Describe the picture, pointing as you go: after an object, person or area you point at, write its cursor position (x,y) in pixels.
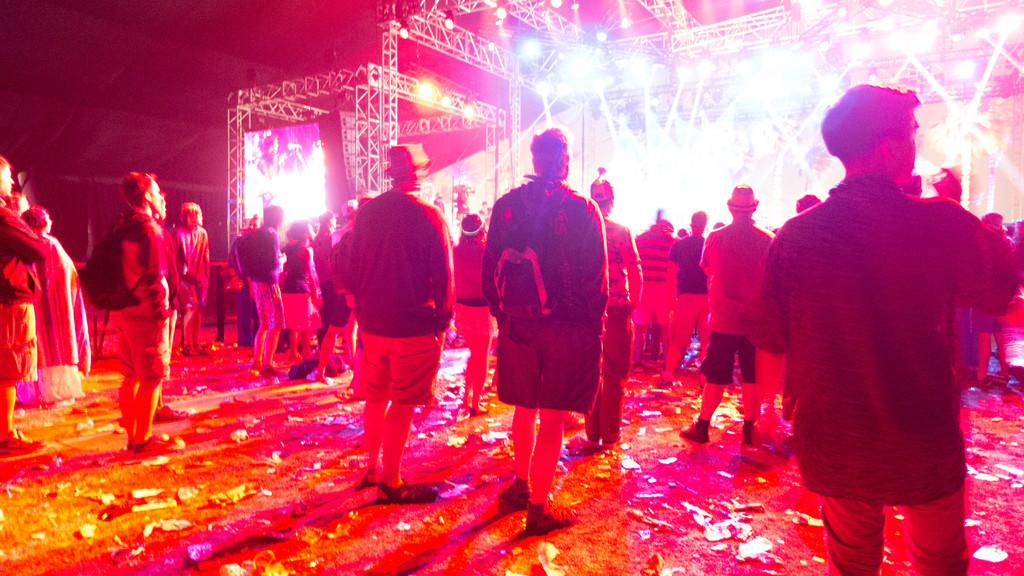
In this image there are people (421,304) standing on a ground (698,516), in the background (301,182) there are metal frames (382,59), lights (423,87) and screens (271,180).
